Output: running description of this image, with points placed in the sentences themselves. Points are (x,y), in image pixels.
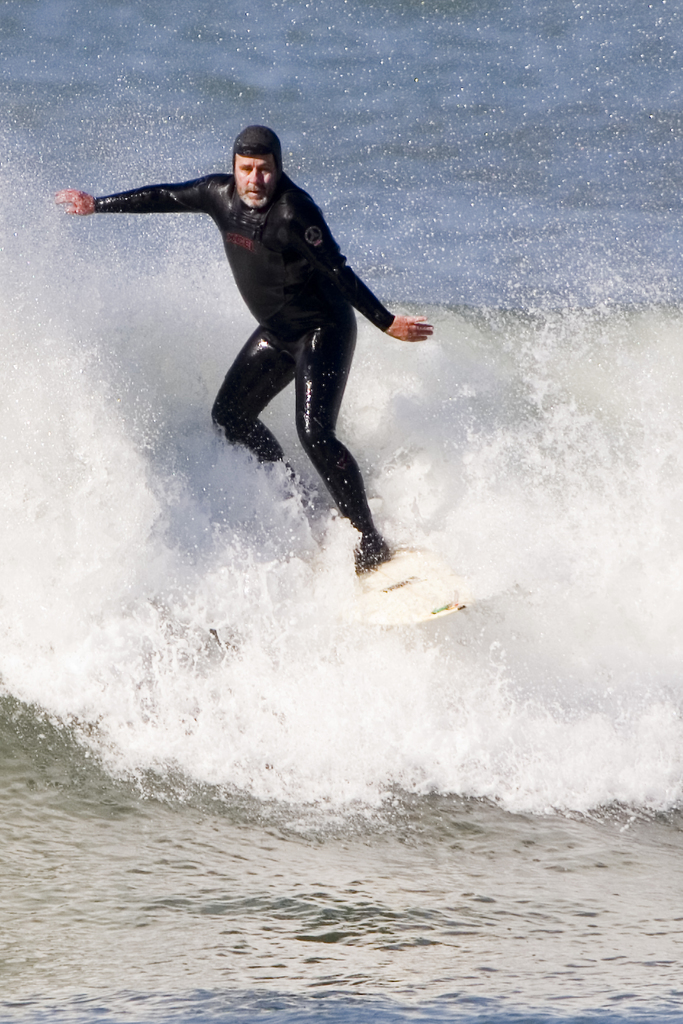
In this image there is one person (311,328) who is surfing in an ocean (359,453).
